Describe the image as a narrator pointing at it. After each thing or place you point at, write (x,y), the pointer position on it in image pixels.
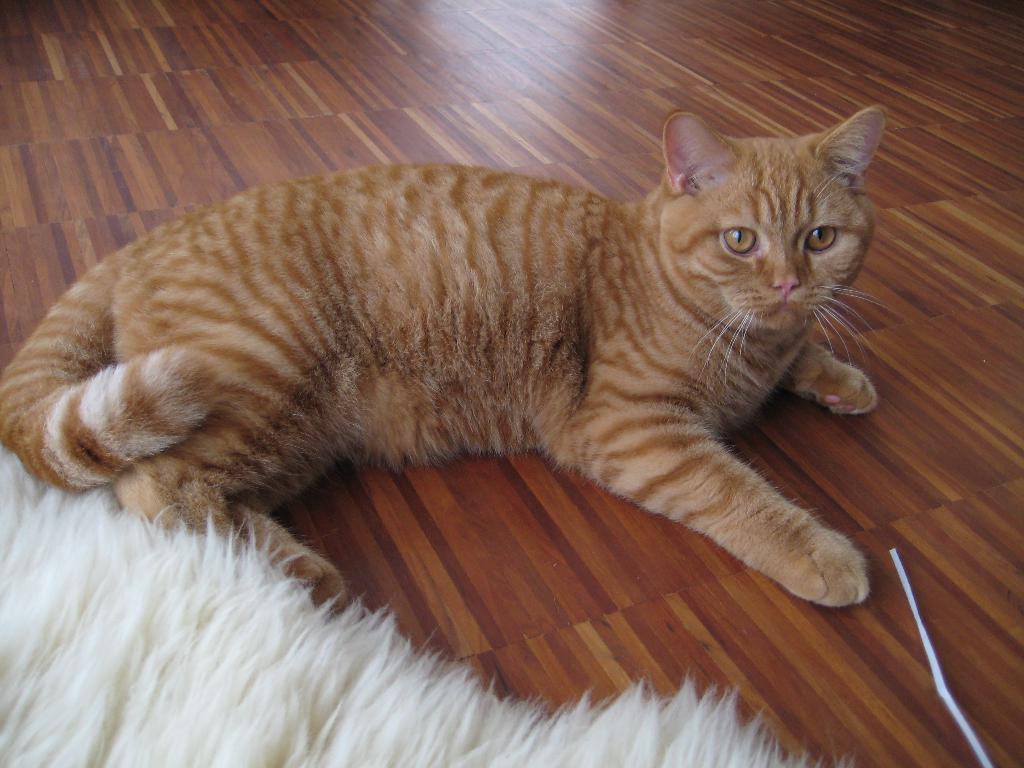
In this image we can see cat (610,344) on the floor (565,607).
